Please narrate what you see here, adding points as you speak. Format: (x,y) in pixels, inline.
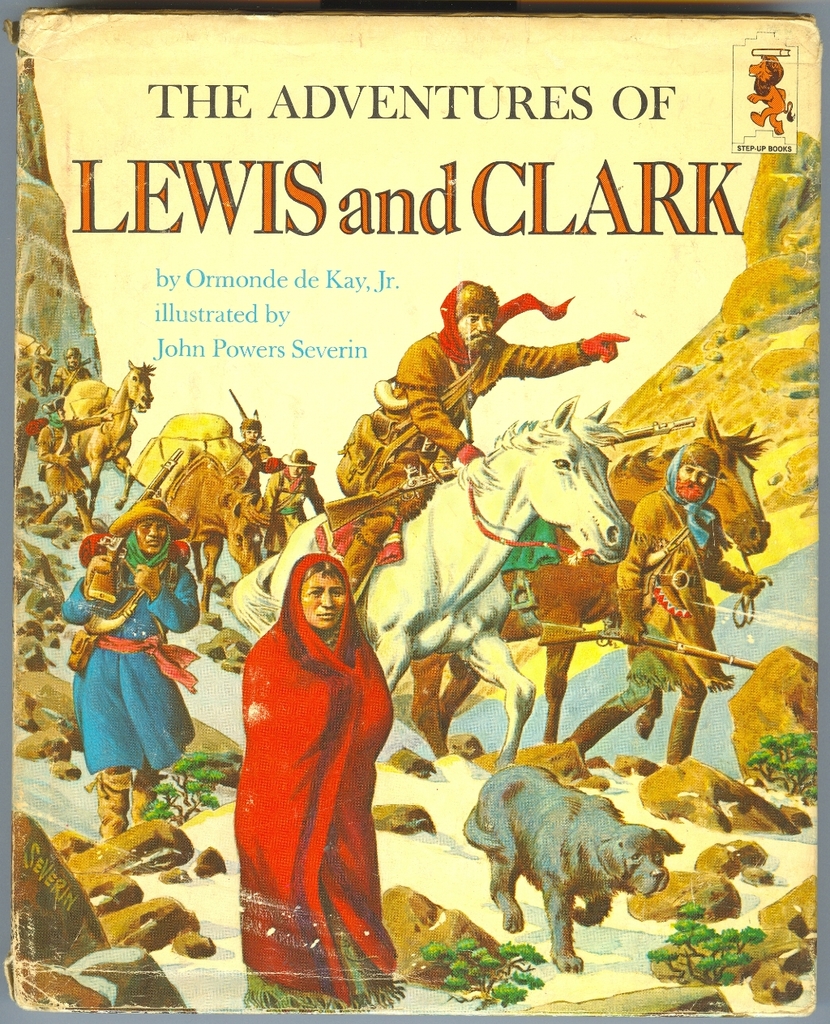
In the image we can see the front page (360,308) of the book (398,341), in it we can see the people (348,619) wearing clothes (342,632) and animals (380,572). We can even see the stones (467,937), grass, snow (773,632) and the hills (717,323). We can even see the text (485,170).
